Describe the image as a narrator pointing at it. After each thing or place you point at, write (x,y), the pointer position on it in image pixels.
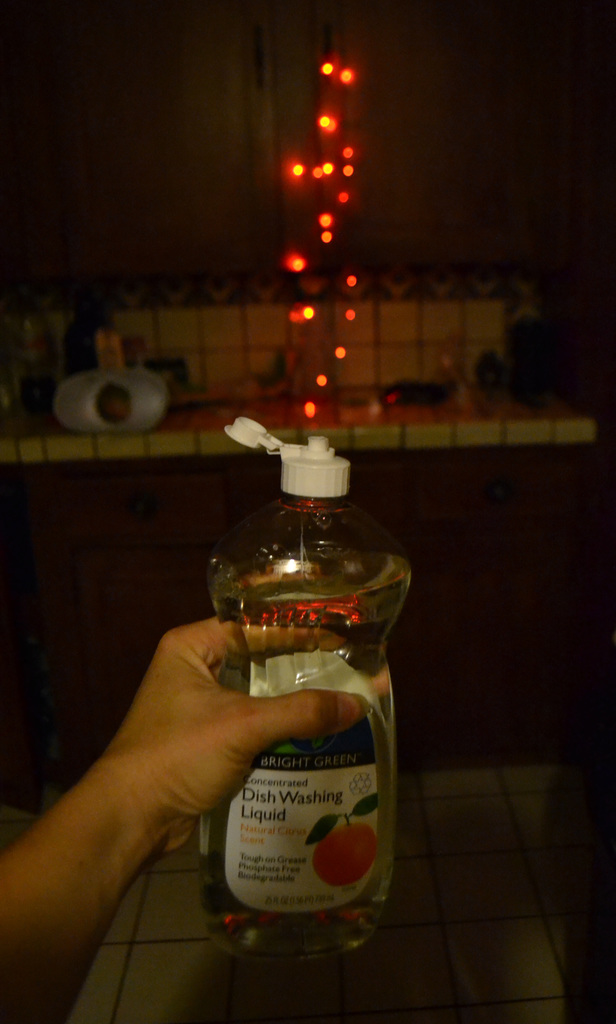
In the image we can see one human hand (133,755) holding bottle (287,686) named as "Washing Liquid". In the background (351,182) there is a cupboard (490,185), light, table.
